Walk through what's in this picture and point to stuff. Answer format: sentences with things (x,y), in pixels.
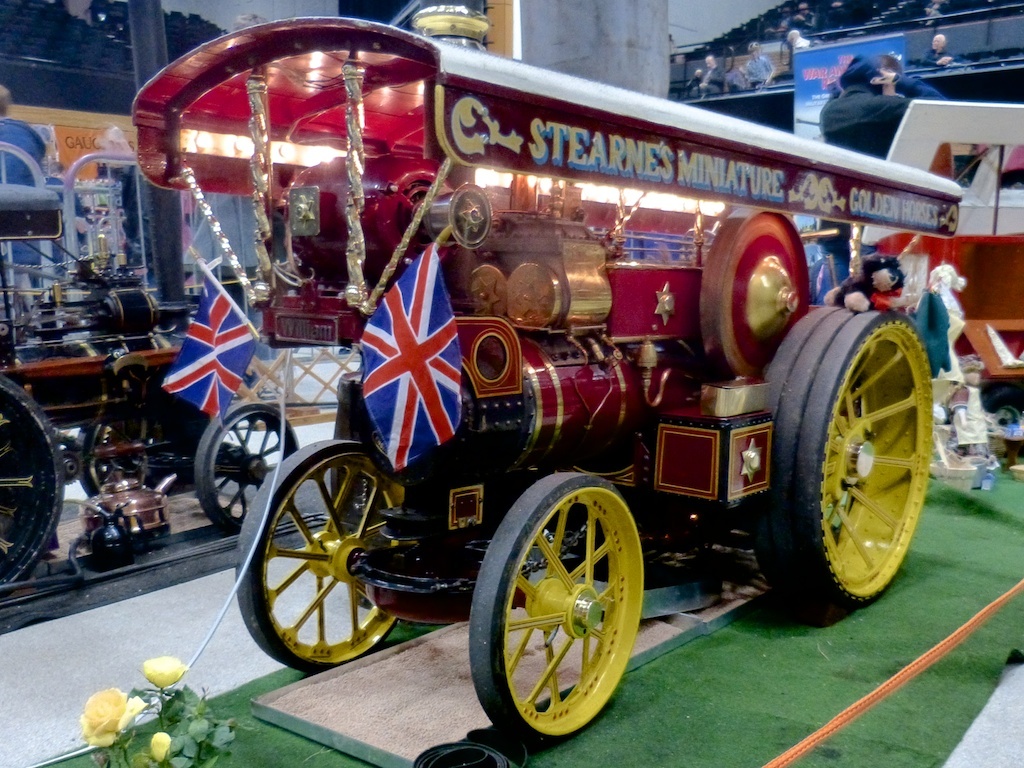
In this picture we can see a few vehicles (638,129), flowers (183,709), green carpet (1021,522), person (895,118) and other objects (587,35) in the background (956,319).
